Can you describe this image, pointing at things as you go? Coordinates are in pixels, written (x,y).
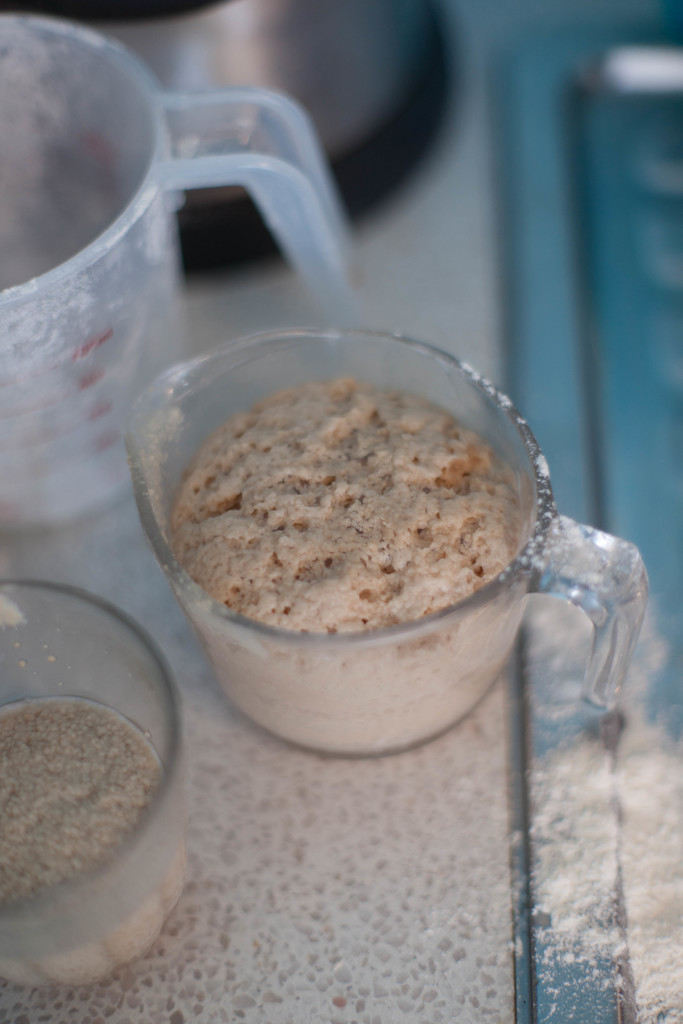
In the picture we can see a counter (367,254) with a jug (246,641) on it, we can see powder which is wet and beside it we can see a glass (35,670) with some powder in it and beside it we can see an empty jug (84,441) and a bowl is placed beside it.
